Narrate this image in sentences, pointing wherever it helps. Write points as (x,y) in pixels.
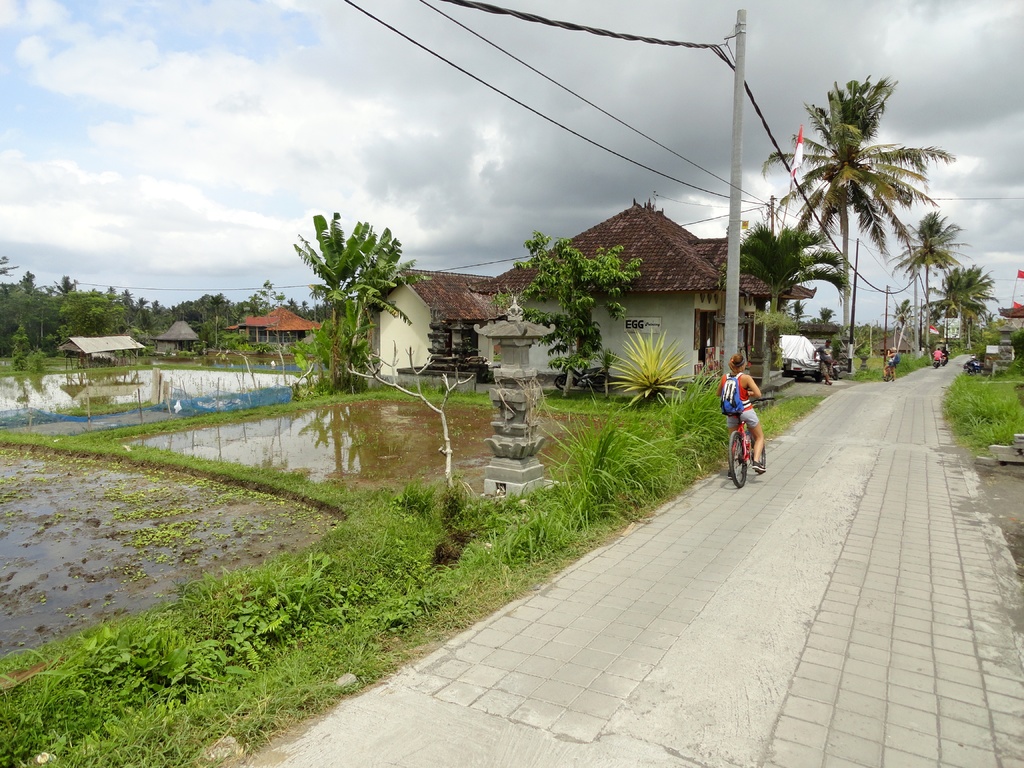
In this image there is a road (768,516) on the right side (805,518). On the left side (285,469) there are farms (386,422) and houses (422,344). There are electric poles (885,313) beside the road (686,582). On the road (868,439) there are few people (732,421) who are riding the cycles (743,446) and motor bikes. At the top (237,54) there is the sky (231,45). There are wires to the poles (738,62). At the top of the house (647,264) there is a flag (801,166).
